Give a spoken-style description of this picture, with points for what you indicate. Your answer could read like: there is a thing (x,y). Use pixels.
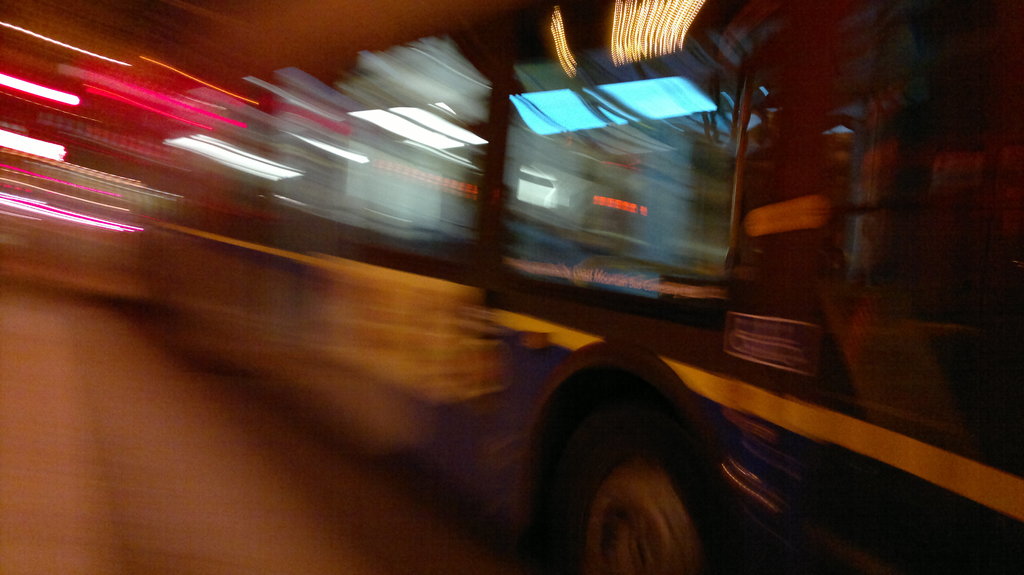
In this image I can see the vehicle (554,319). But I can see the image is blurred.
